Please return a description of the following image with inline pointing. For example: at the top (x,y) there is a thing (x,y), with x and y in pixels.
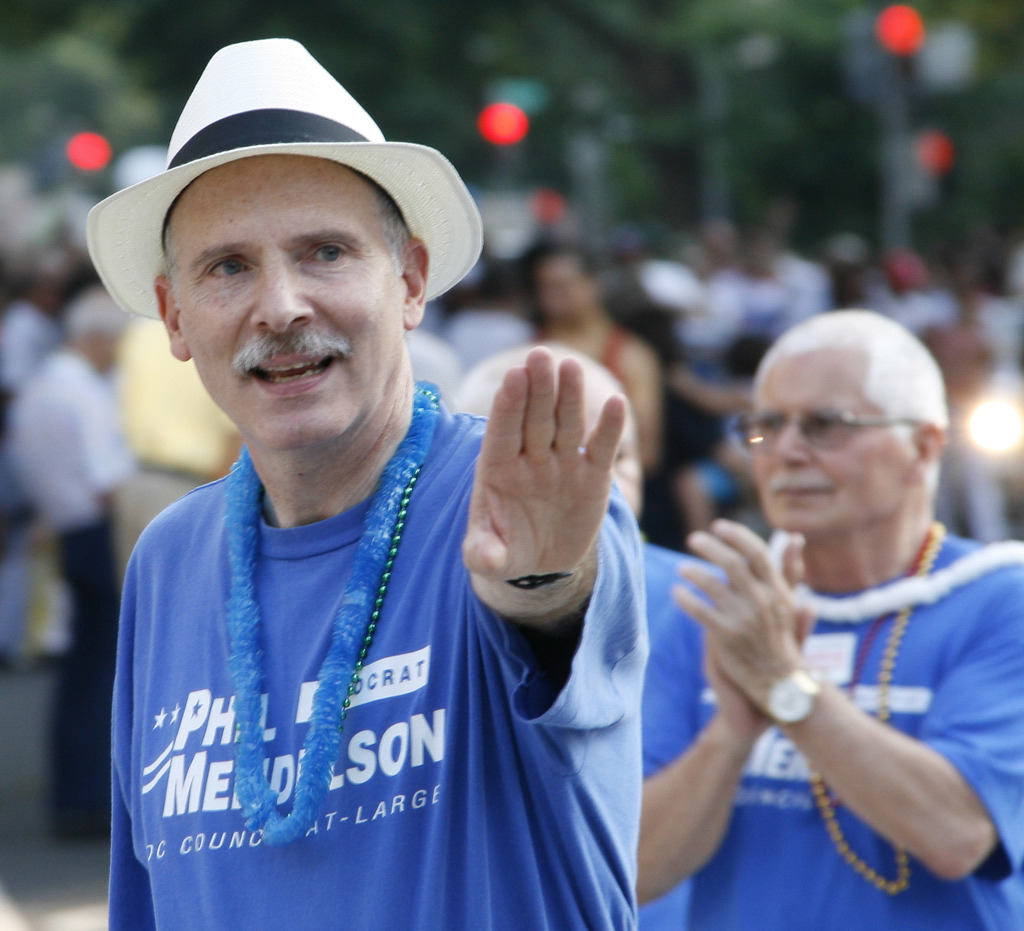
In this image there is a person (313,617) wearing a cap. Behind him there is a person (831,716) wearing spectacles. Background (1013,317) there are people (992,358) standing. Behind them there are trees (21,42).
